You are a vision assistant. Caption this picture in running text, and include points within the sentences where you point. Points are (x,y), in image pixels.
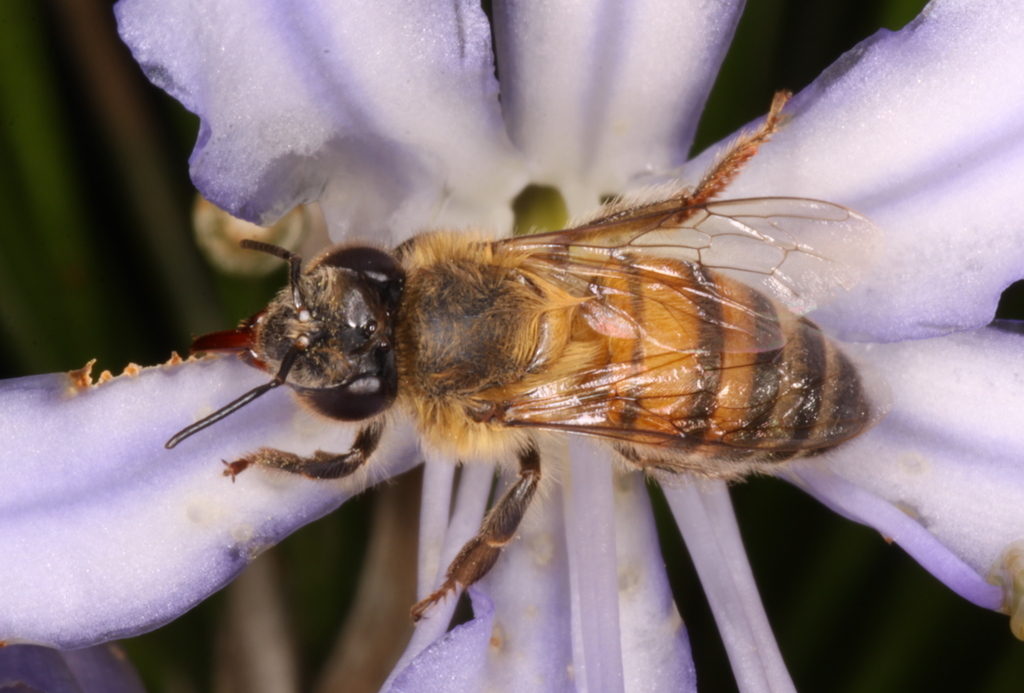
In the picture we can see honey bee (256,357) which is on violet color flower (192,439).
